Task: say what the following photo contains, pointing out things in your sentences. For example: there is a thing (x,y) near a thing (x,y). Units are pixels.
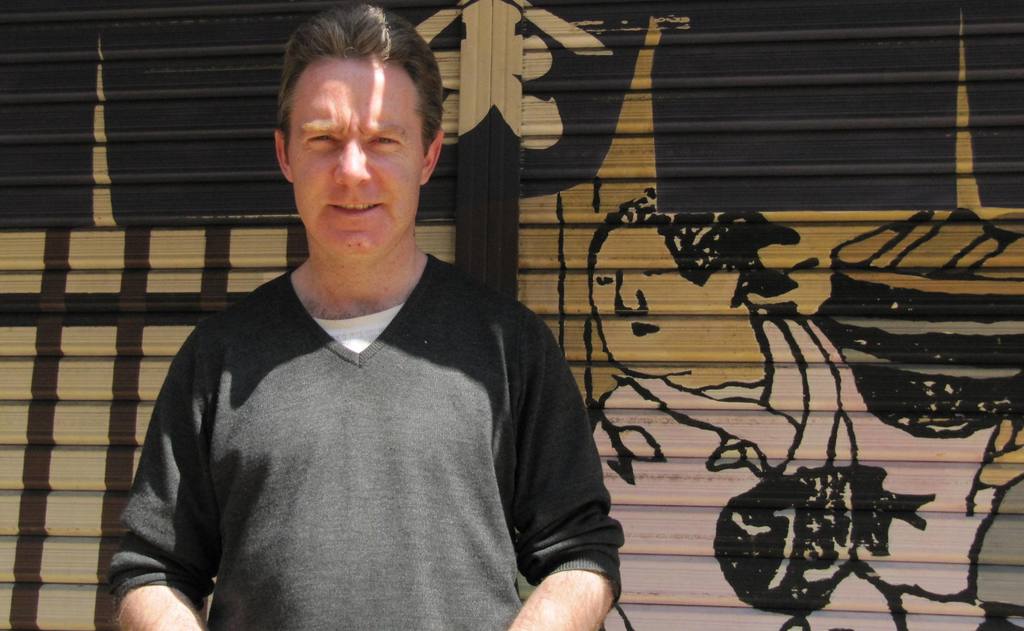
In this picture I can see a man (467,339) standing, and in the background (38,275) there are paintings (38,275) on the shutters (219,274).
